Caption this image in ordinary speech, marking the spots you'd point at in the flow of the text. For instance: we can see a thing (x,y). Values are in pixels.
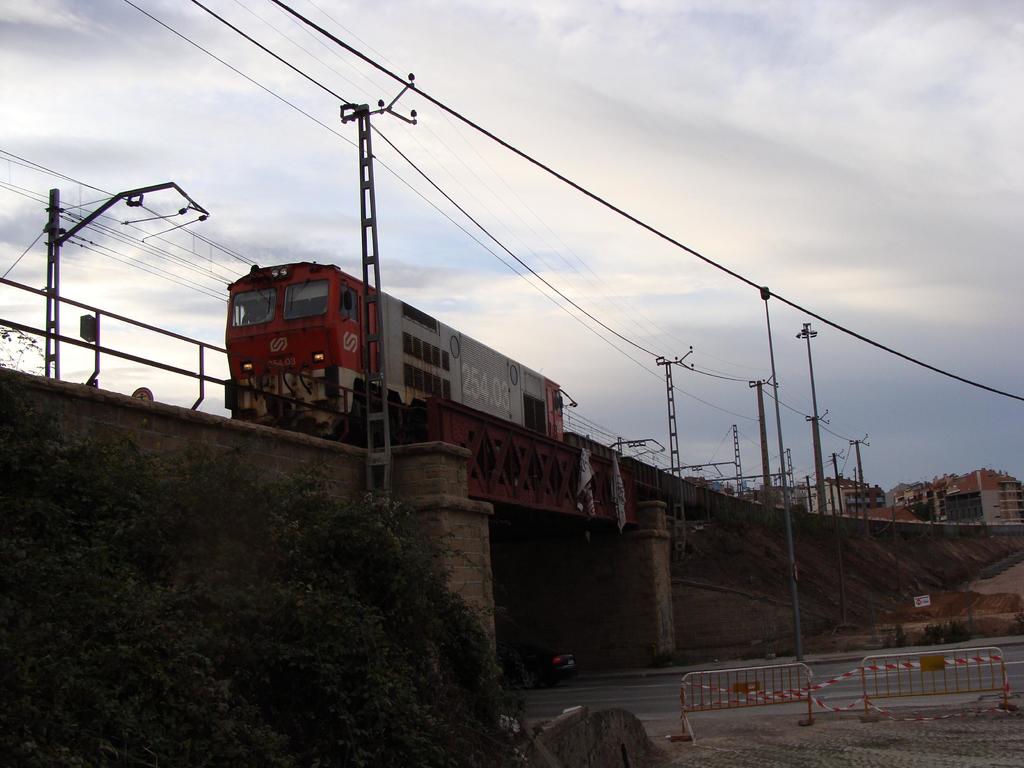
In this image there is a train (273,374) on the track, which is on the bridge (477,537), below the bridge (459,593) there is a vehicle (572,664) moving on the road (600,685), there are a few metal structures (800,701), trees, a few utility poles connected with cables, buildings (974,484) and the sky (587,118).
